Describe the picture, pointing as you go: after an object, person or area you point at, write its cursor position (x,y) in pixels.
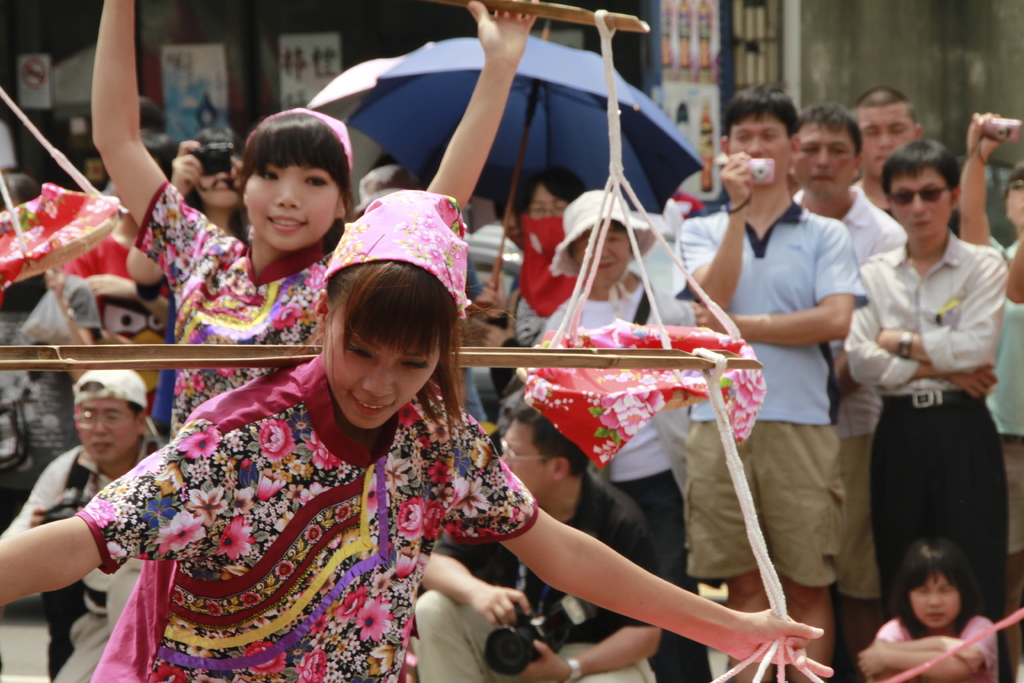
In the picture there is a crowd (781,244) standing behind the two people (271,228) they are performing some feat with ropes (560,338) and sticks (163,344) and behind the two people (207,319) there are two photographers (97,447) clicking the images and the background (840,31) is blurry.
